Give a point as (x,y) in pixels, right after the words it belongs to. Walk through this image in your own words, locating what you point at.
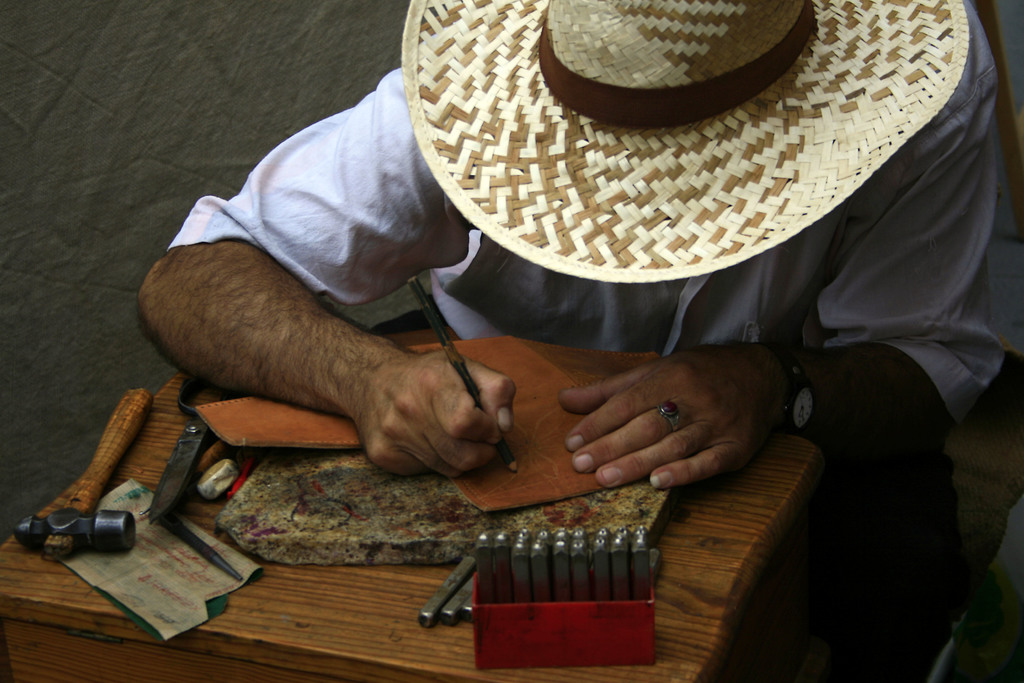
This picture is clicked inside. In the foreground (327,204) there is a hammer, scissors (178,503) and some tools (457,572) and some items (368,496) are placed and there is a person (693,285) wearing blue color shirt (367,224), sitting and holding a pencil (472,397) and drawing something. In the background (82,290) there is an object (123,210) seems to be the wall (128,293).
